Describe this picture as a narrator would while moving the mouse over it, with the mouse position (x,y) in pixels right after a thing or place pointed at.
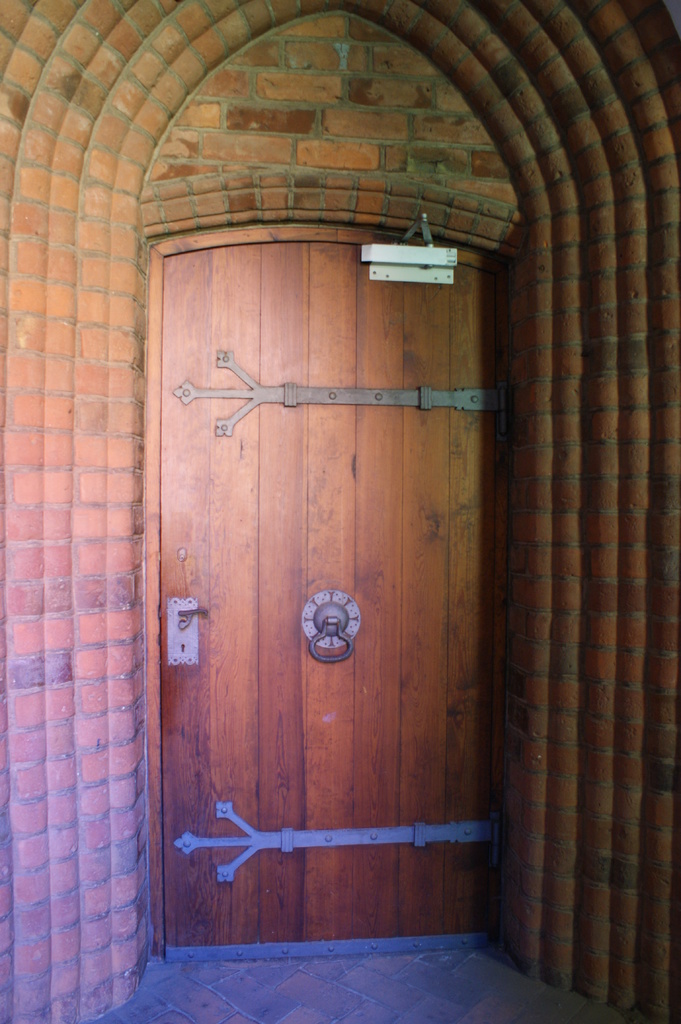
In this image we can see a wall (338,150) with a door (202,619).
